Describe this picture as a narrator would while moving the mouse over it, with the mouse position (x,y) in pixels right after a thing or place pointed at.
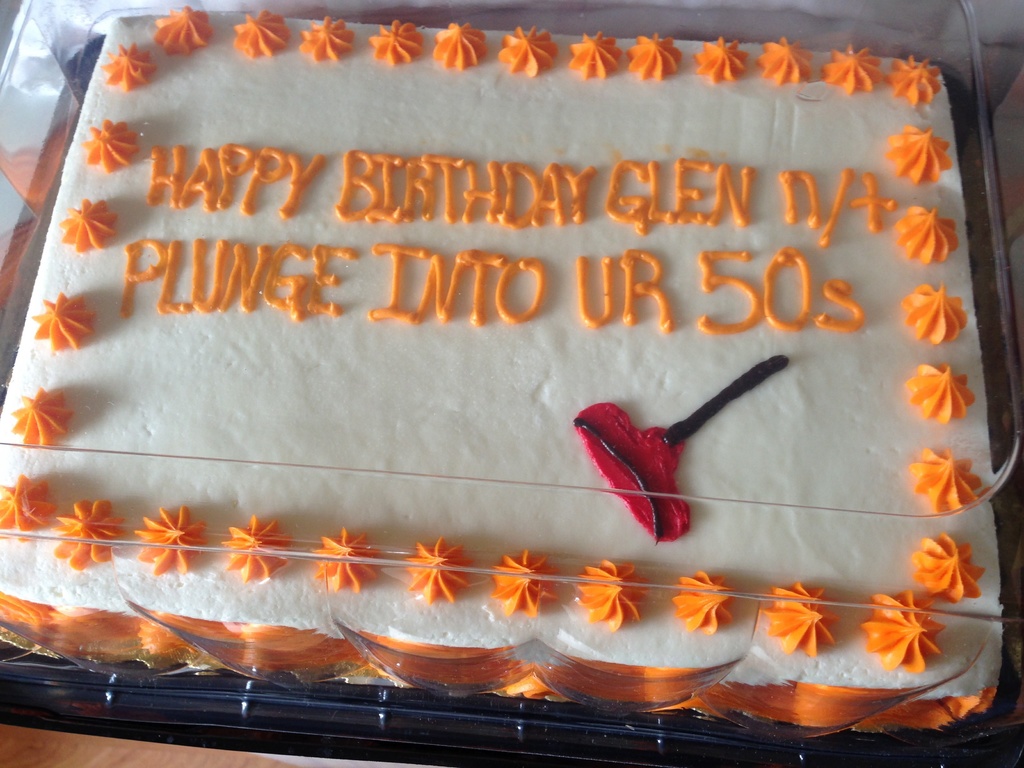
In this picture I can see there is a cake (274,406) and there is cream (417,403) on it. It is covered with a glass lid (317,547).
